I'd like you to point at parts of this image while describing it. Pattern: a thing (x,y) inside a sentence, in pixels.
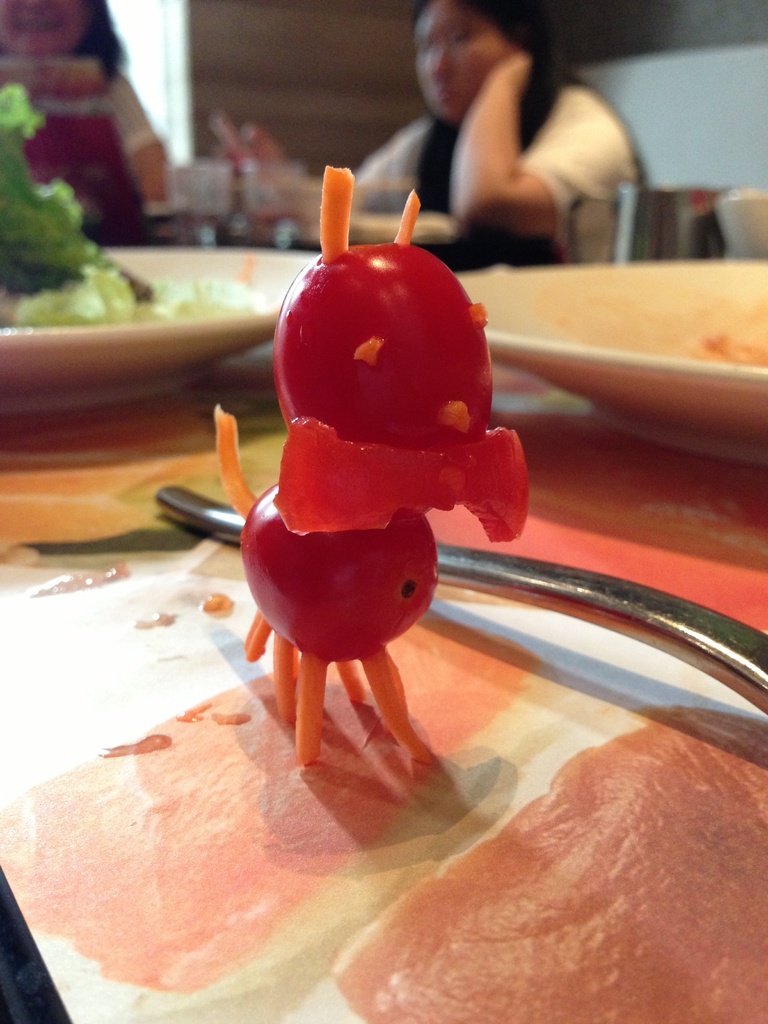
In this image, we can see some food items (517,444) with plates (524,322). Top of the image (591,173), we can see two human (125,177), wall (287,86).
